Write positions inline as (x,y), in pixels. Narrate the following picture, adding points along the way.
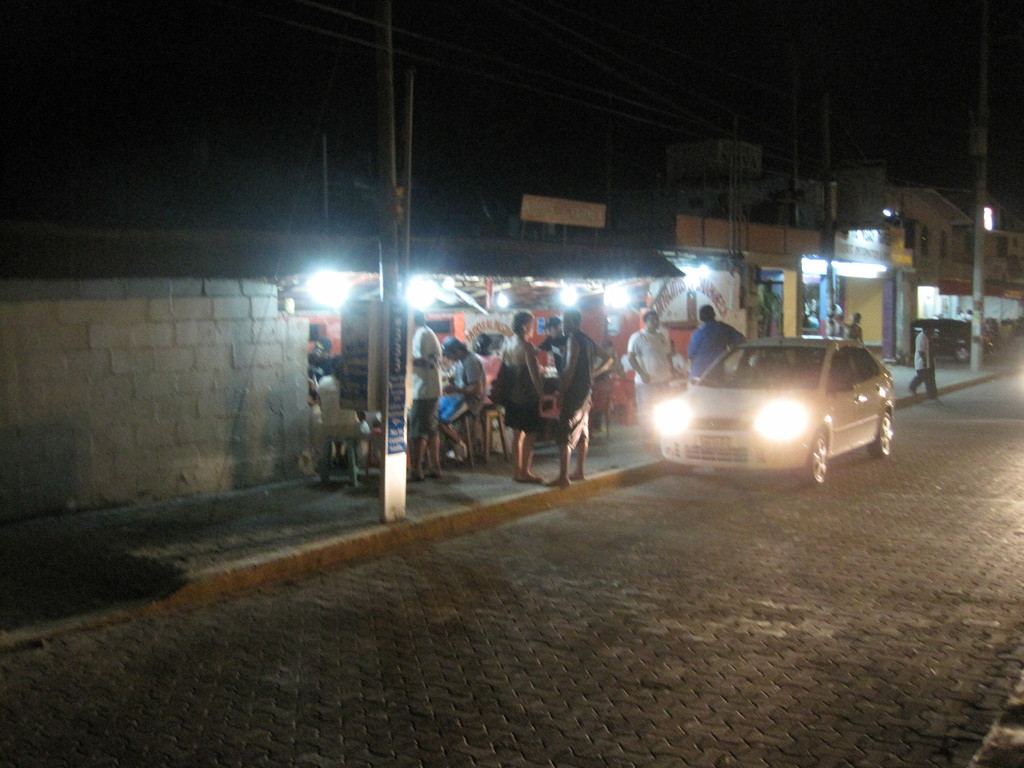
In this picture there are group of people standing on the footpath (1,534) and there are buildings (705,239) and poles (975,356). There are vehicles (951,347) on the road (756,532). At the top (319,80) there is sky (494,31) and there are wires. At the bottom (552,597) there is a road (780,486). At the back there are boards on the wall (593,327) and there is text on the boards (548,216).
